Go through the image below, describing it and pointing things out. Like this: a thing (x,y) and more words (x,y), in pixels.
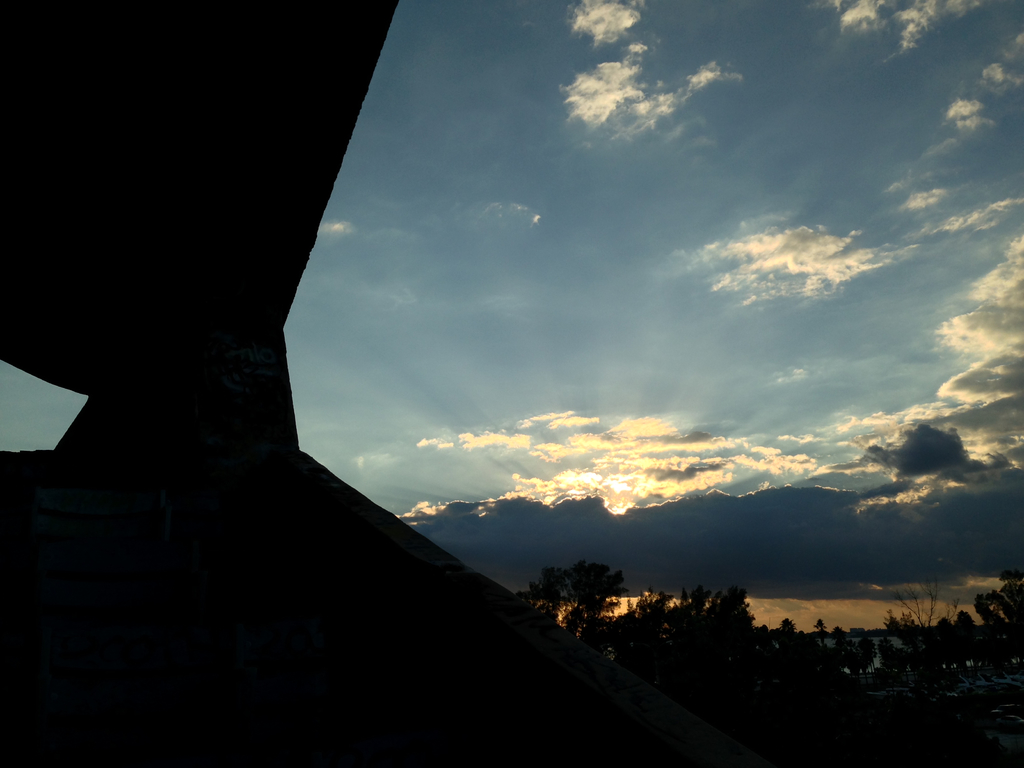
In this image in the foreground (222,428) there is some object (248,445) which is black in color, and in the background (657,477) there are some trees (887,711) and sky (885,236).
